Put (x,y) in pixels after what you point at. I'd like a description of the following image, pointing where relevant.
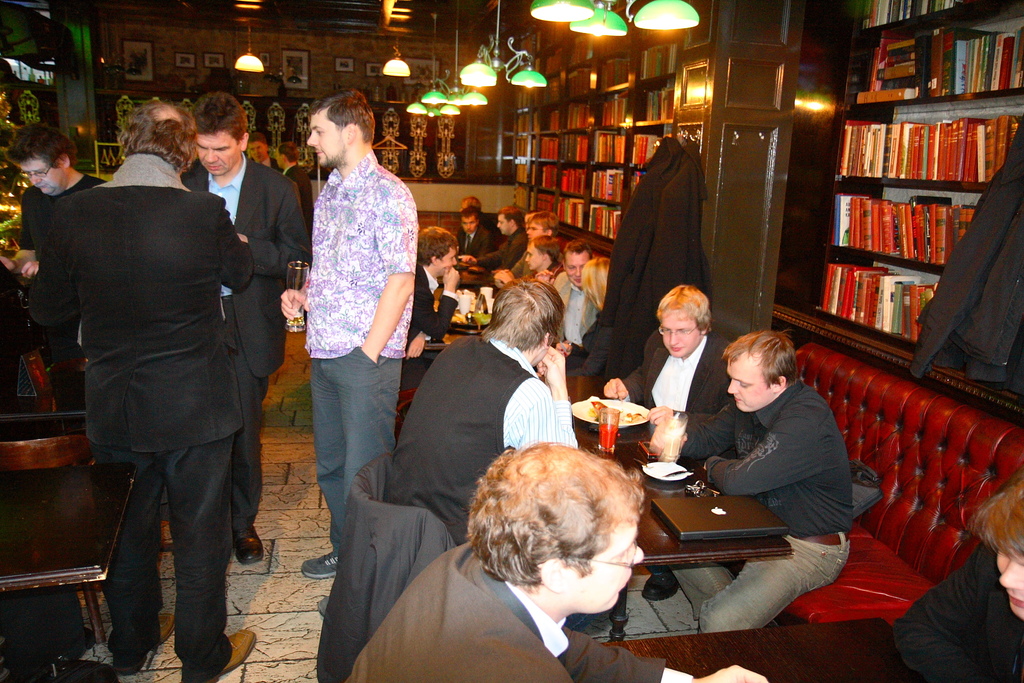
This picture shows few people (162,249) are standing and few are seated and we see books (895,245) in the bookshelf (952,217) and couple of jackets (699,248) hanging and we see tables (648,436) and a man (681,373) eating food (595,405) in the plate (625,424) and we see a glass (613,415) and we see lights (465,84) hanging to the ceiling (382,16) and laptop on the table (580,393).
